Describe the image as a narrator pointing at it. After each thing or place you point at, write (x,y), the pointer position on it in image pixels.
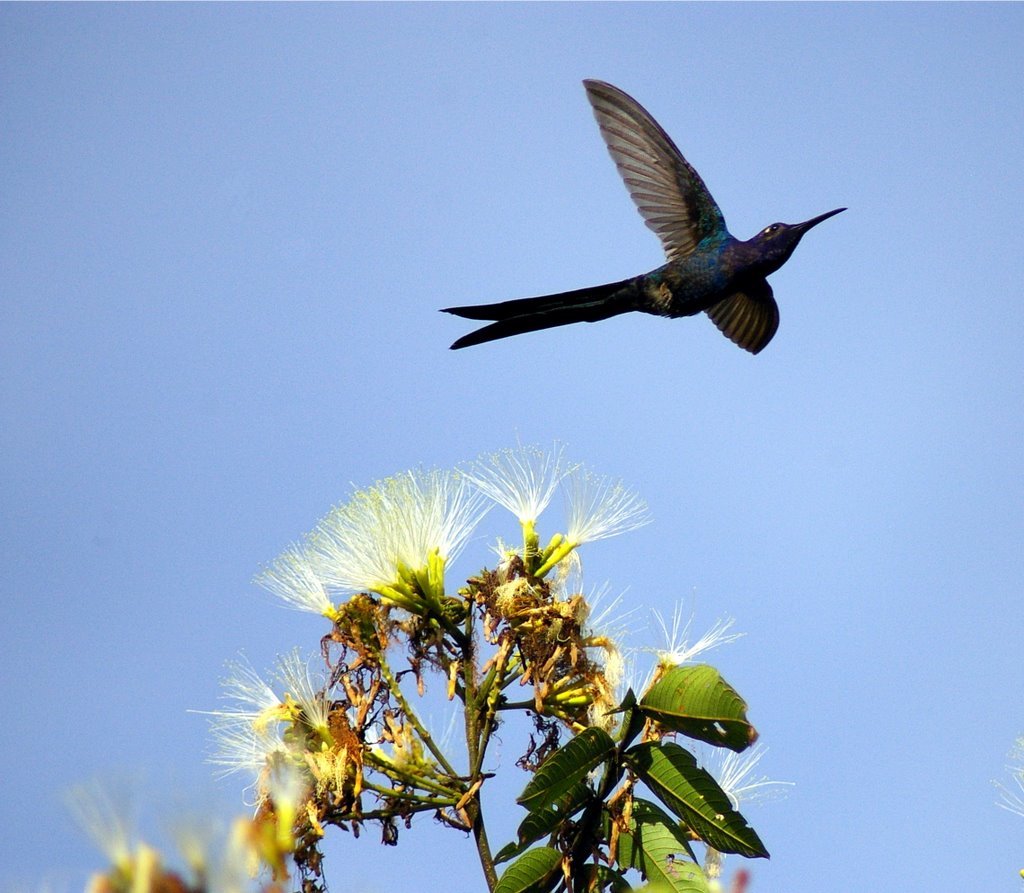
In this picture we can see white flower plant (497,653) in the front (601,751). On the top (704,291) there is a bird (710,214) flying in the sky (602,354).
